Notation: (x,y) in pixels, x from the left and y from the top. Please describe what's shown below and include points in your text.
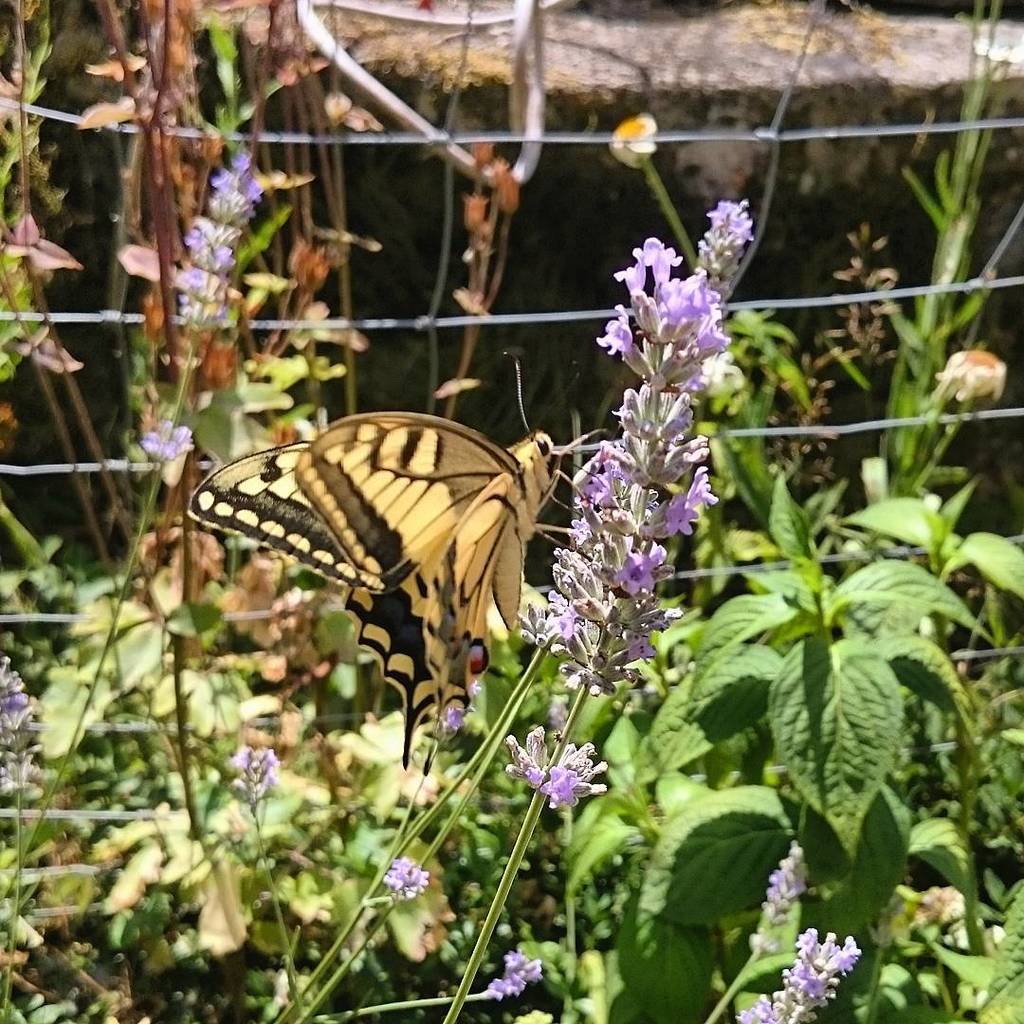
In this image we can see some plants (917,635), on fence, some plants (626,494) with flowers (612,480), one butterfly (505,544) on the flower (605,494) and some objects (357,0) on the surface (926,50).
